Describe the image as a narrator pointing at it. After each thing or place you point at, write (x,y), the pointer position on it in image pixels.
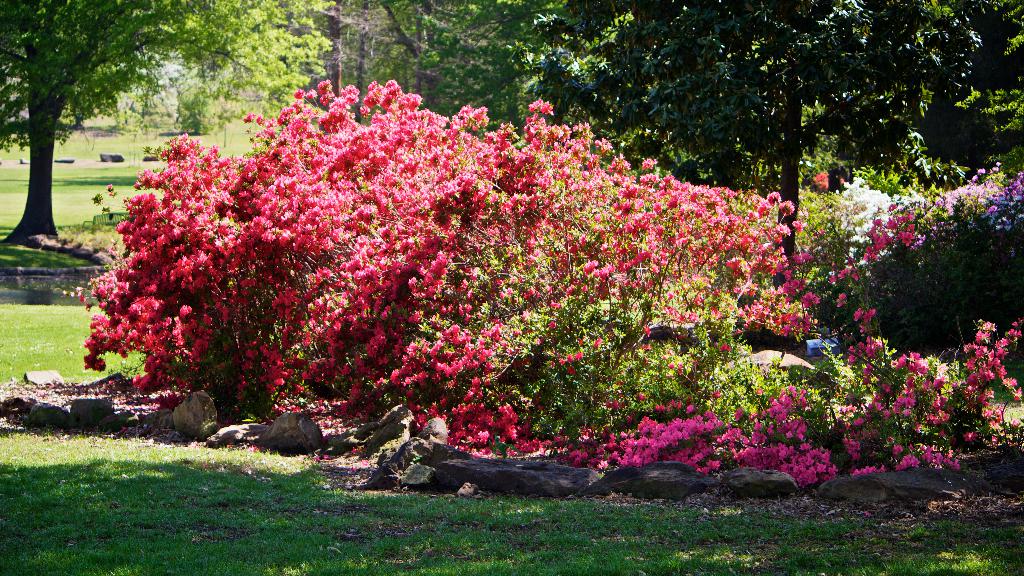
In the image we can see there are many trees (660,66), flower plants (518,339), here we can see few stones (259,430) and grass (98,519).
